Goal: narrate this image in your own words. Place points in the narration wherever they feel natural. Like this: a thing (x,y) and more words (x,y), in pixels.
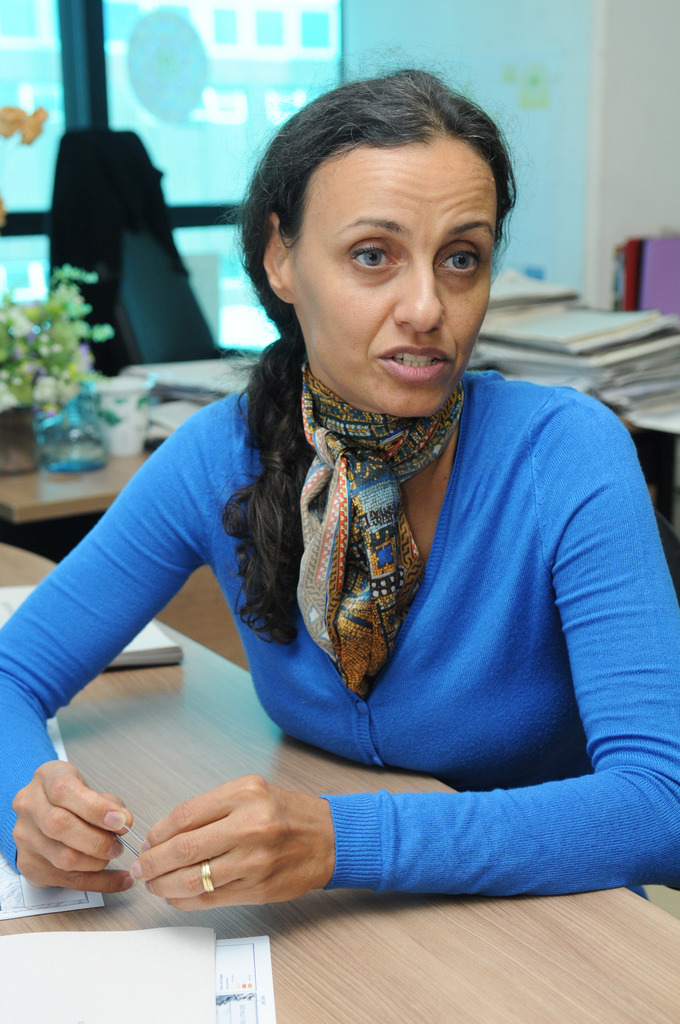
In this image I can see a person (237,601) sitting wearing blue color shirt (528,697), in front (88,1003) I can see few papers (95,964), books (91,993) on the table (385,968). Background (56,372) I can see a small plant (42,343) in green color, a chair (133,280) in black color and I can see a glass window (171,74).
